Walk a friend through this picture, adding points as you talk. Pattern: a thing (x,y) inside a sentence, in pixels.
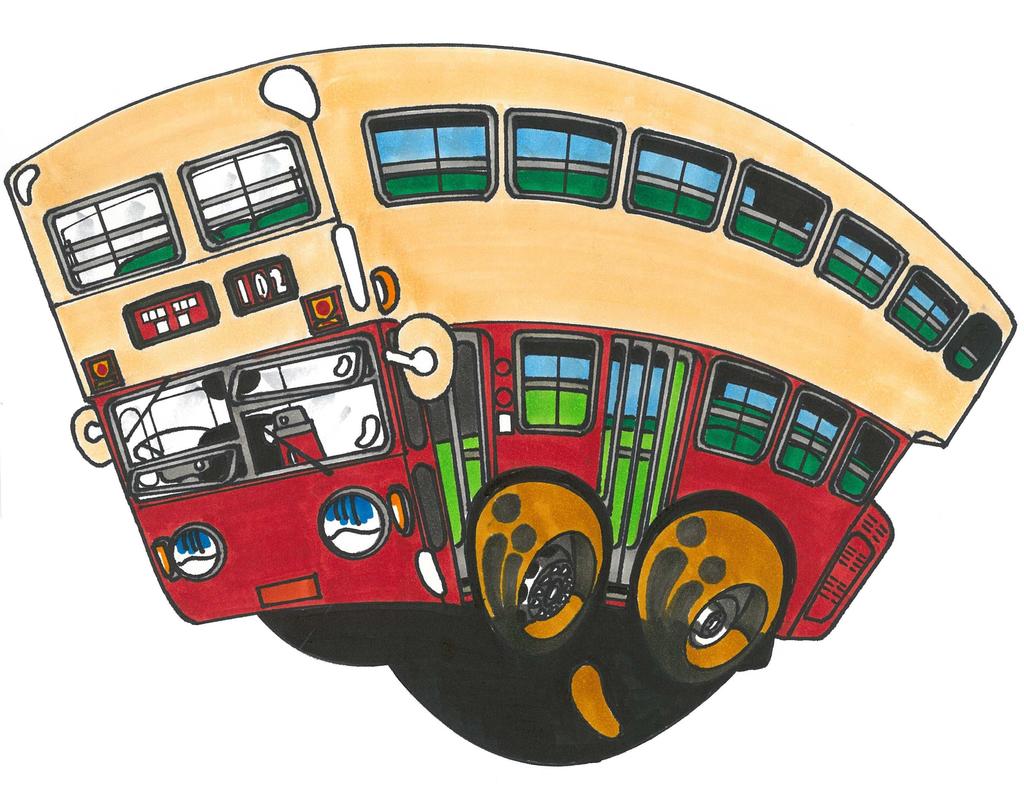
In this image I can see a painting (243,404) of a bus (484,391). The background (825,61) is in white color.
